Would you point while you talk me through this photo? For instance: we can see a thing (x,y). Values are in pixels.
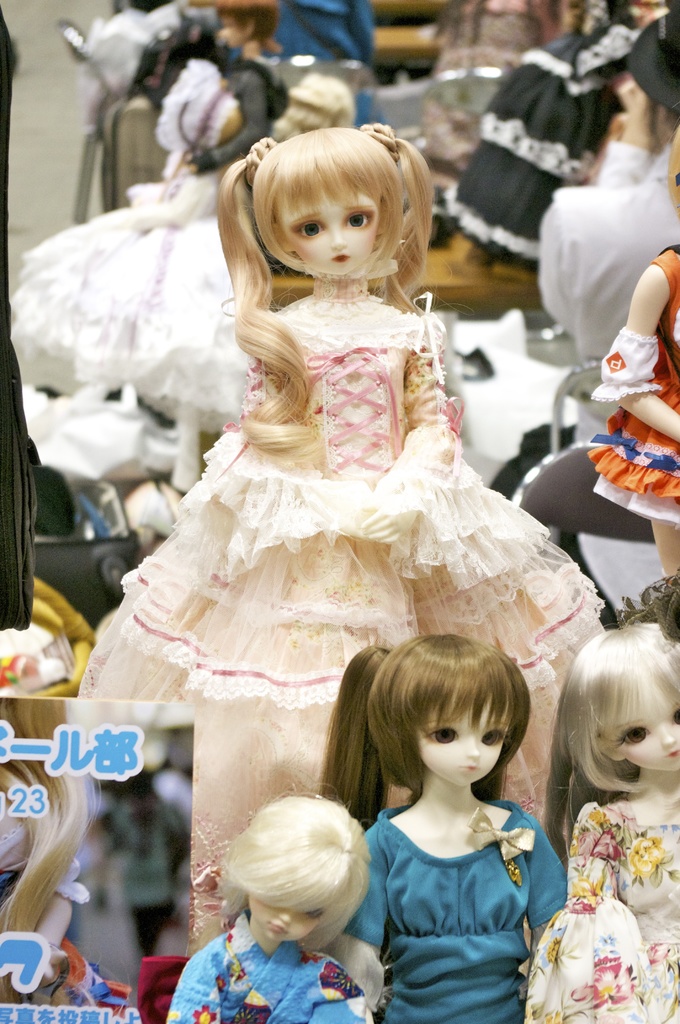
In this image there are dolls (341,459), card (122,701) and objects (454,86).
